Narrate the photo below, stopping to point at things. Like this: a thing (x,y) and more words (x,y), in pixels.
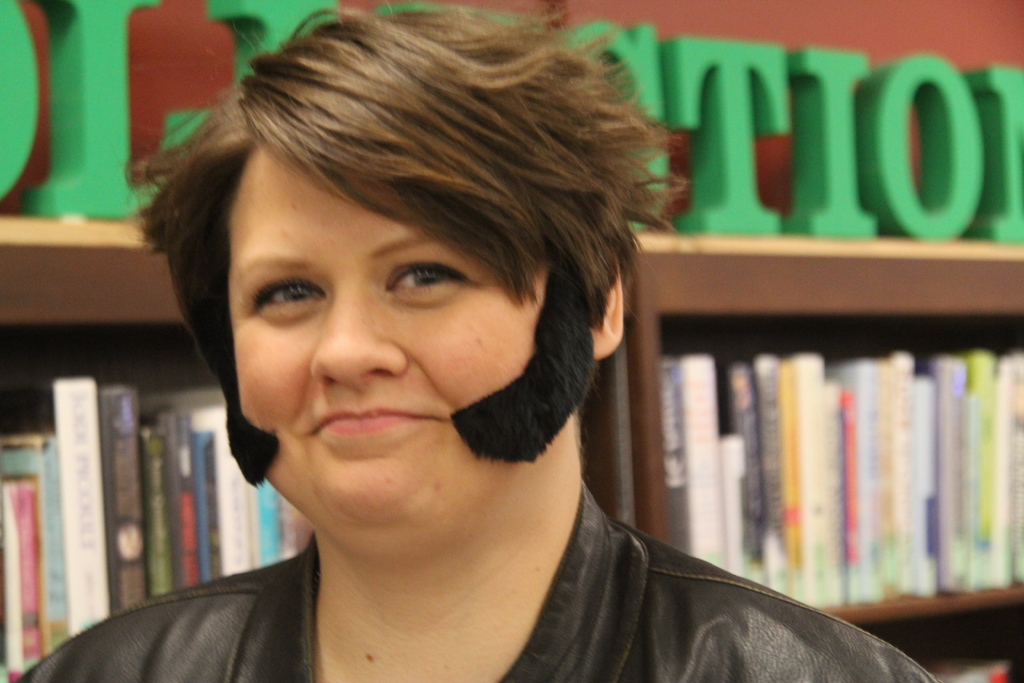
In this image, we can see a person (520,502). We can also see some shelves (959,627) with objects (86,525) like books (852,502). We can also see some text (962,103) in the background (751,165).
